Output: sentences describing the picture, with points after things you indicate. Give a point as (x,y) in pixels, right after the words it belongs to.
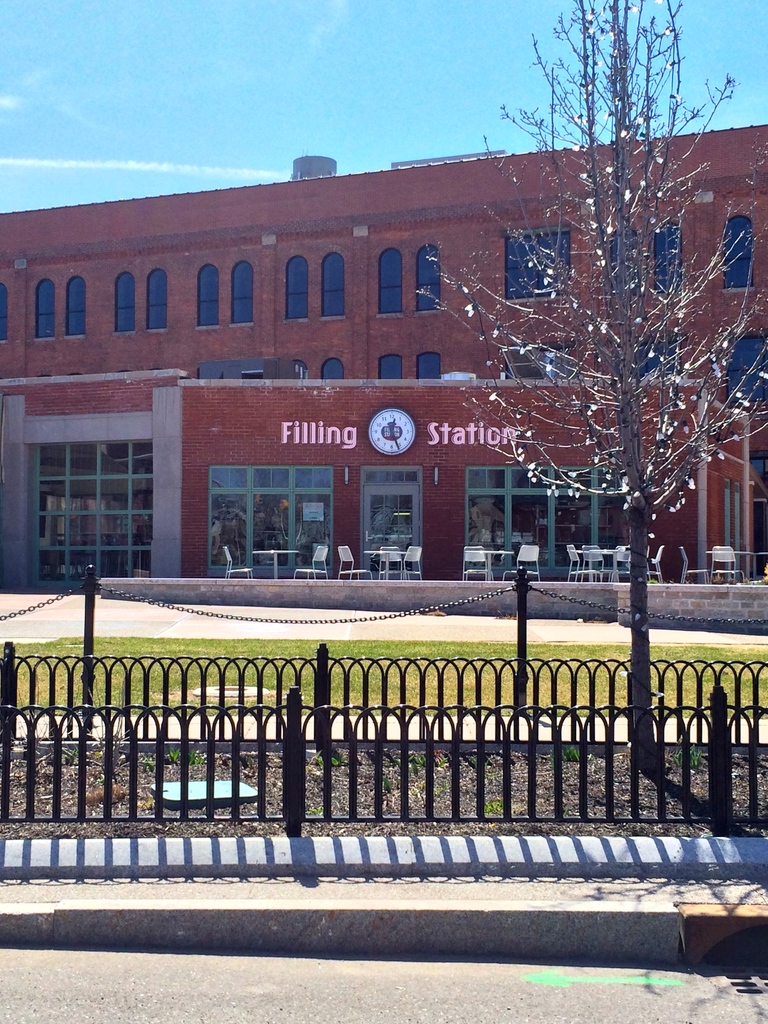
In this image there is sky (337,126), there are buildings (417,398), there is text (311,429) on the building (465,452), there are tables (496,554) and chairs (324,557) in front of the building (449,474), there are rods (89,588), there is grass (170,653), there is a road (445,996).
